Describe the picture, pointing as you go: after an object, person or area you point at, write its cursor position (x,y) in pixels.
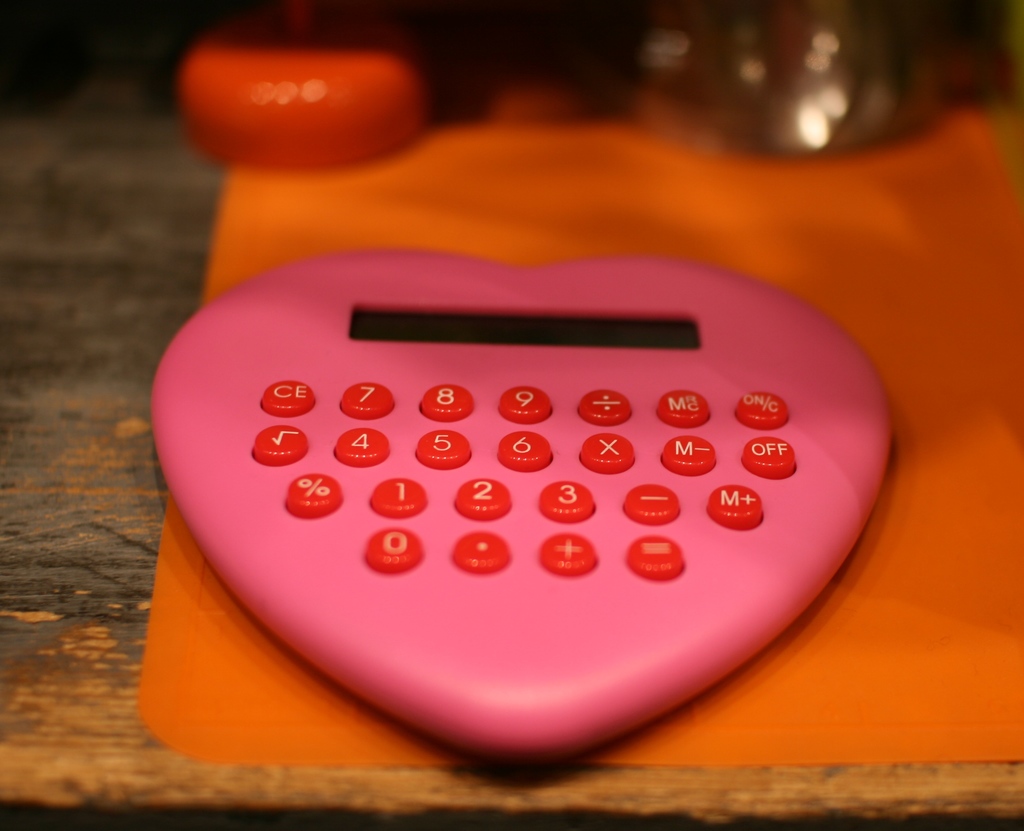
In this image I see a calculator (356,382) which is of pink in color and I see it is on a orange color cloth (449,229) and these 2 things (531,383) are on the brown color surface (31,217) and it is blurred in the background (605,86).
